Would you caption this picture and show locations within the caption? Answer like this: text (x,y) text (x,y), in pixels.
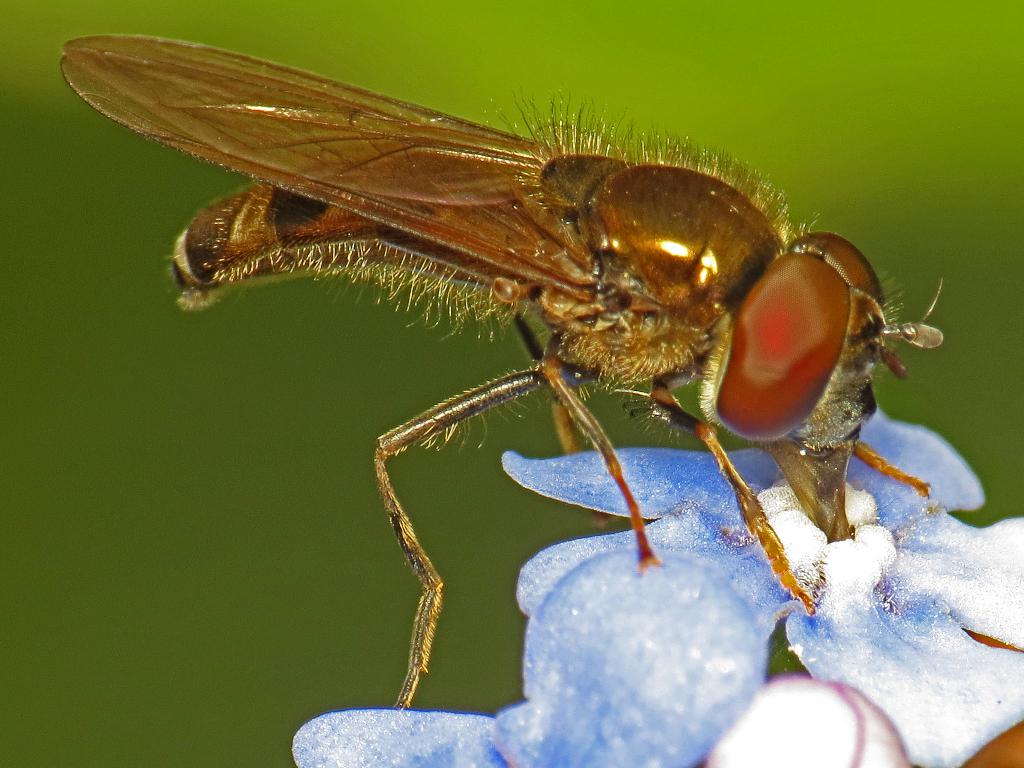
In this image, I can see a fly (613,457) on flowers (762,620) and a green color background (1017,475). This image taken, maybe during a day.
